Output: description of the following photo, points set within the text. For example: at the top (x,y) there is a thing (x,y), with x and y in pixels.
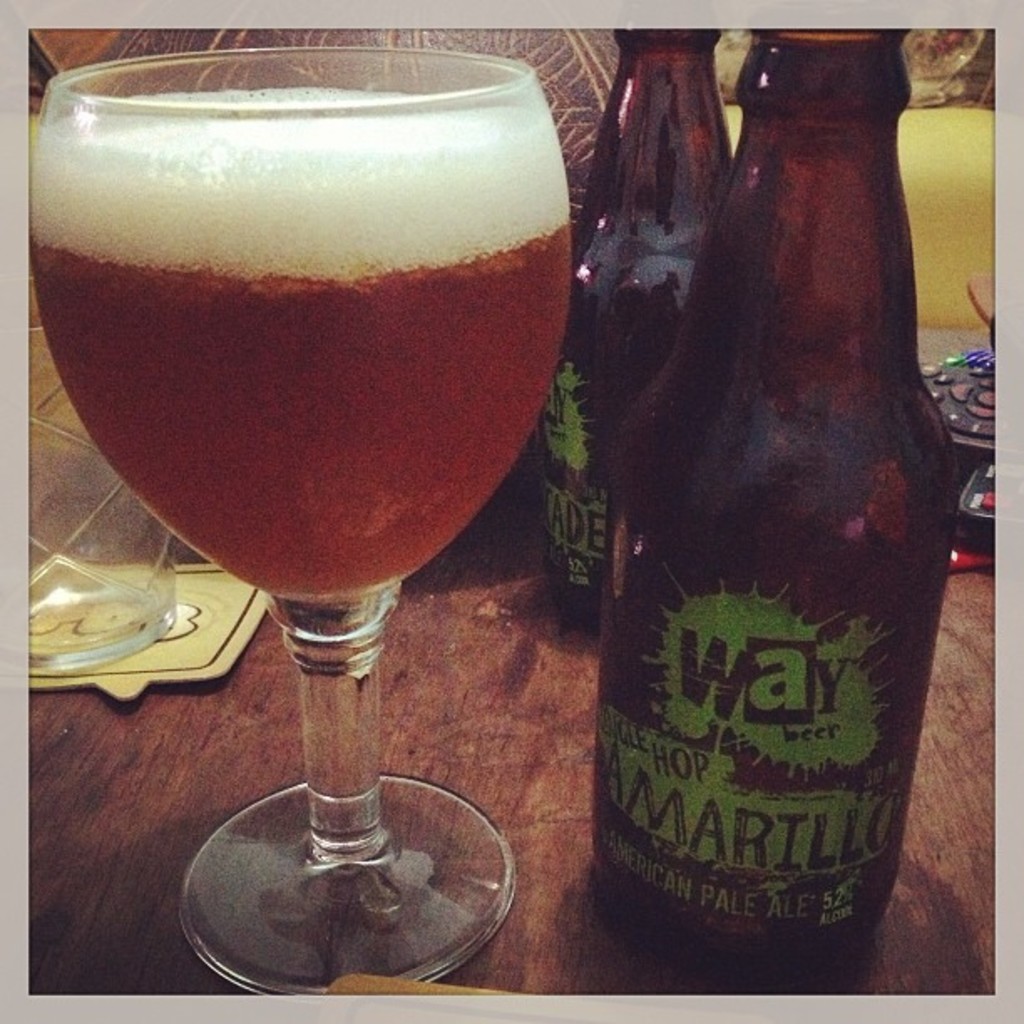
This is a wooden table (449,756) where two beer bottles (630,448) and a glass of beer (365,105) are kept on it.
